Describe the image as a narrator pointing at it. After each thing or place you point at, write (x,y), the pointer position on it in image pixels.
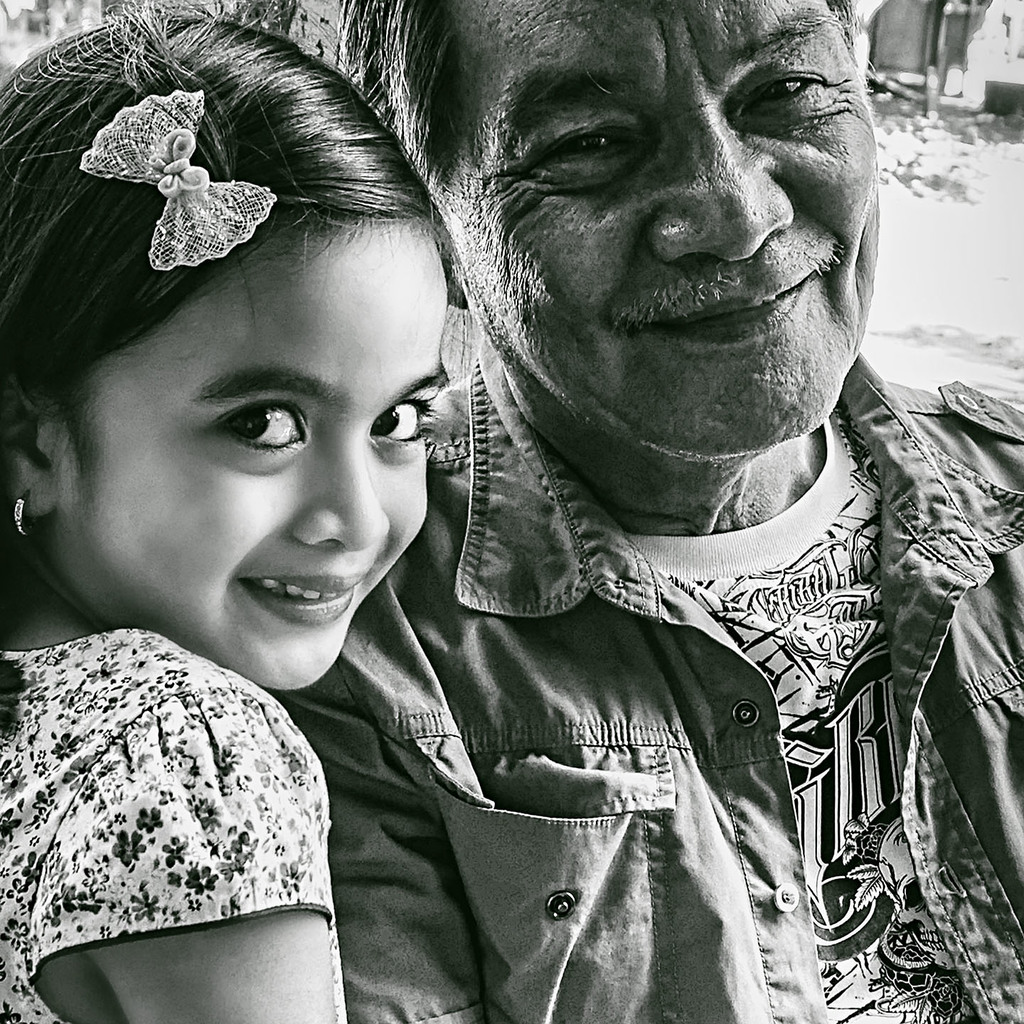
There is a man (282,696) and child (250,678) wearing clothes (655,785).
